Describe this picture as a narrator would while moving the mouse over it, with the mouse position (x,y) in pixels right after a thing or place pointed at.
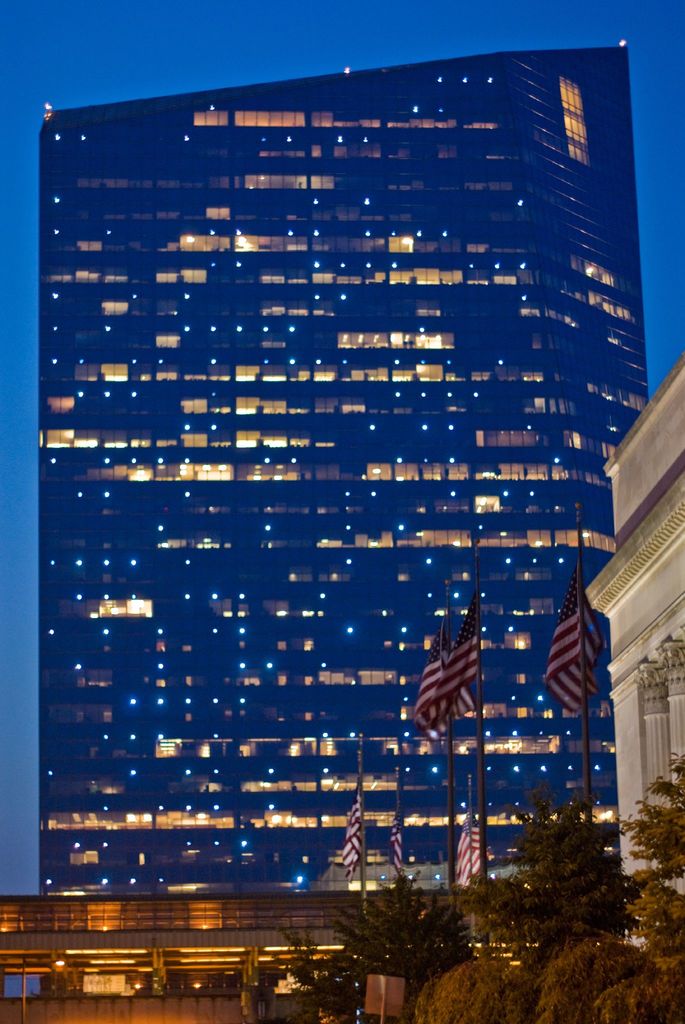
In this image we can see a building (267,506) with several windows (302,476) and lights (239,597). On the right side (644,552) we can see a building (664,662) with pillars (662,667). We can also see some trees (599,921), board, flags (443,691) with poles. On the backside (113,18) we can see the sky (29,399).
